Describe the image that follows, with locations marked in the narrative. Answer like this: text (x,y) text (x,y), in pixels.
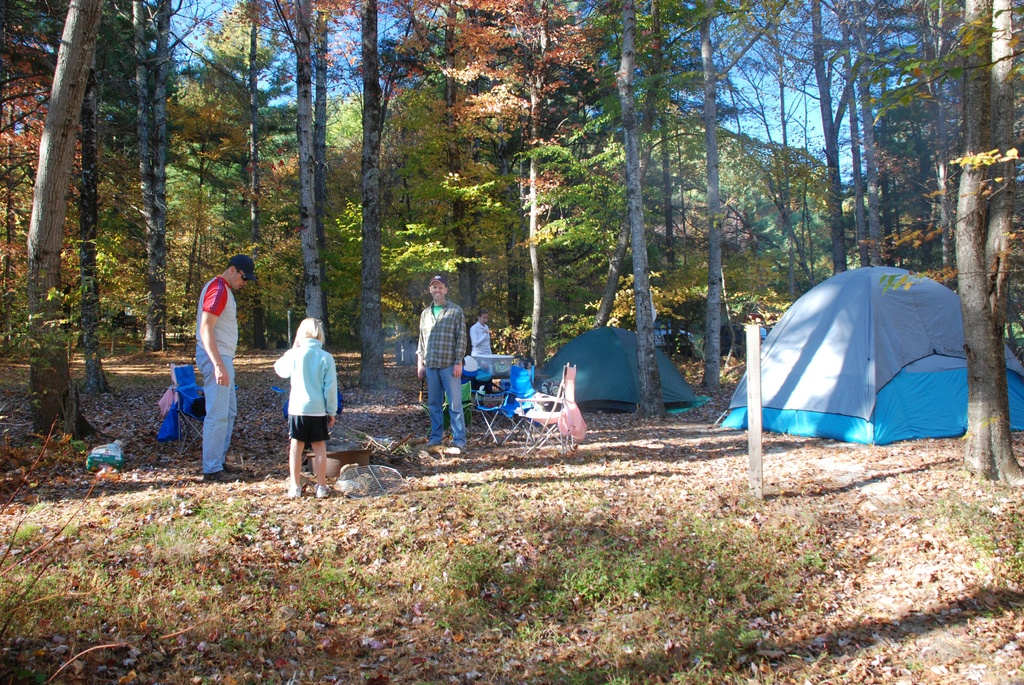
In the image we can see there are many people (315,412) standing, wearing clothes (296,368) and shoes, some of them are wearing a cap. This is a tent (837,339), grass (688,506), pole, trees (355,205) and a pale blue color sky (801,121). We can even see there are chairs (502,402).
